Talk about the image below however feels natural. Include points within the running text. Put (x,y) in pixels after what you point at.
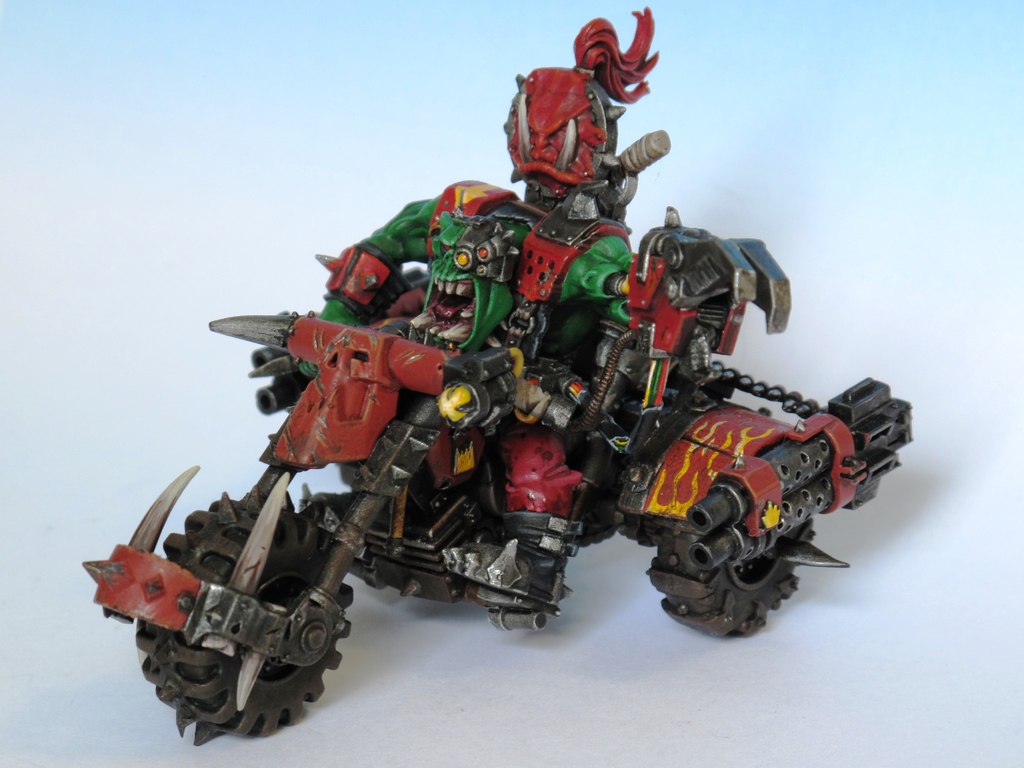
In this image we can see a toy tricycle (609,380) placed on the surface (700,655).
